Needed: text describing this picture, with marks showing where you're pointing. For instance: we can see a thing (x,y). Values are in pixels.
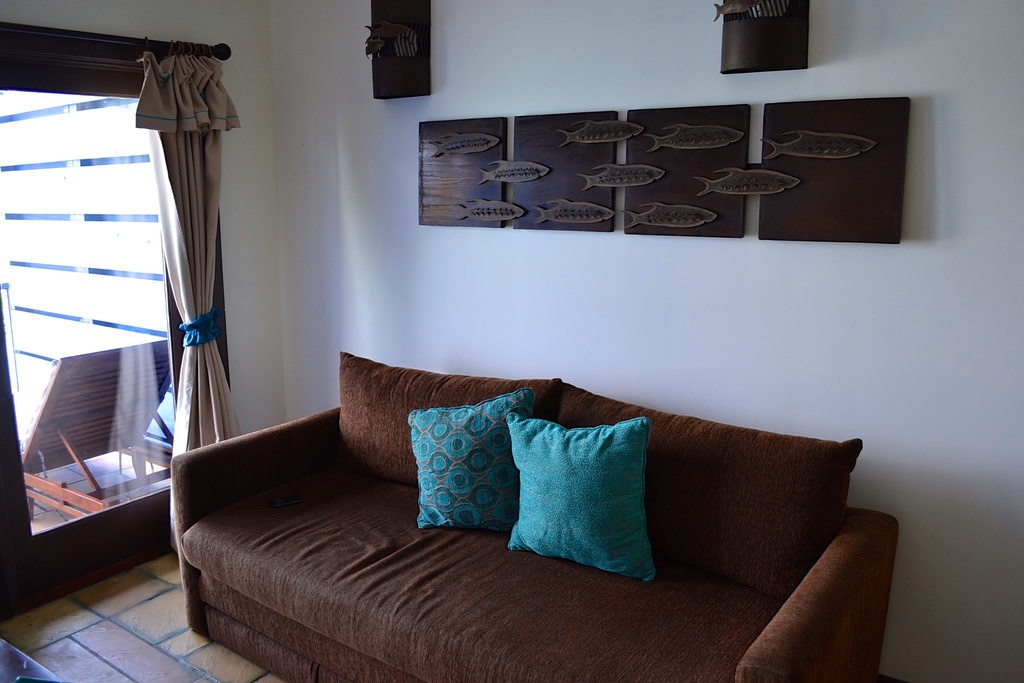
In this image, there is a sofa (316,596) which in brown color, on that there are some pillows (508,473) which are in blue color kept, in the left side (140,514) there is a glass window (44,466) which is in black color, in the background (468,355) there is a white color wall (558,292) and on that wall (827,315) there are some black color pictures (845,229).
